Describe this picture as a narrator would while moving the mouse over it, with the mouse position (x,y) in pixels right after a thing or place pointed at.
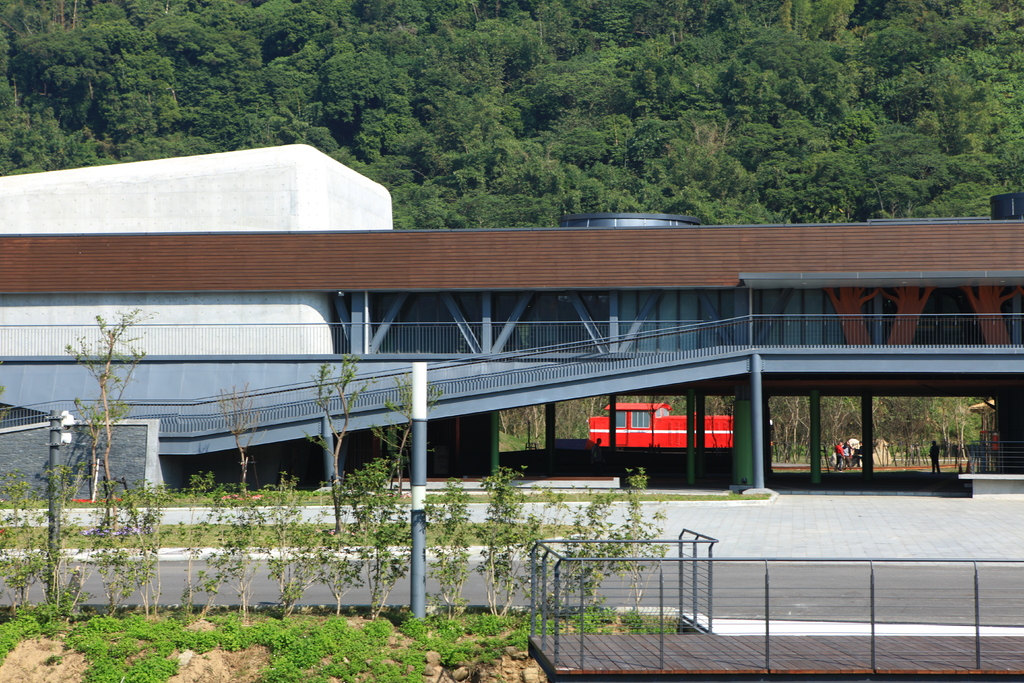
In this image, we can see some architecture (449,334) with pillars (818,439) and poles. Railings (573,360), wall (449,279) we can see here. At the bottom (550,577), there are few plants (431,628), grills (873,658), road (858,592), footpath (732,620). Here we can see some red color. Background (855,454) there are few people (839,452) we can see. Top of the image (569,196), there are so many trees (514,140) we can see.
